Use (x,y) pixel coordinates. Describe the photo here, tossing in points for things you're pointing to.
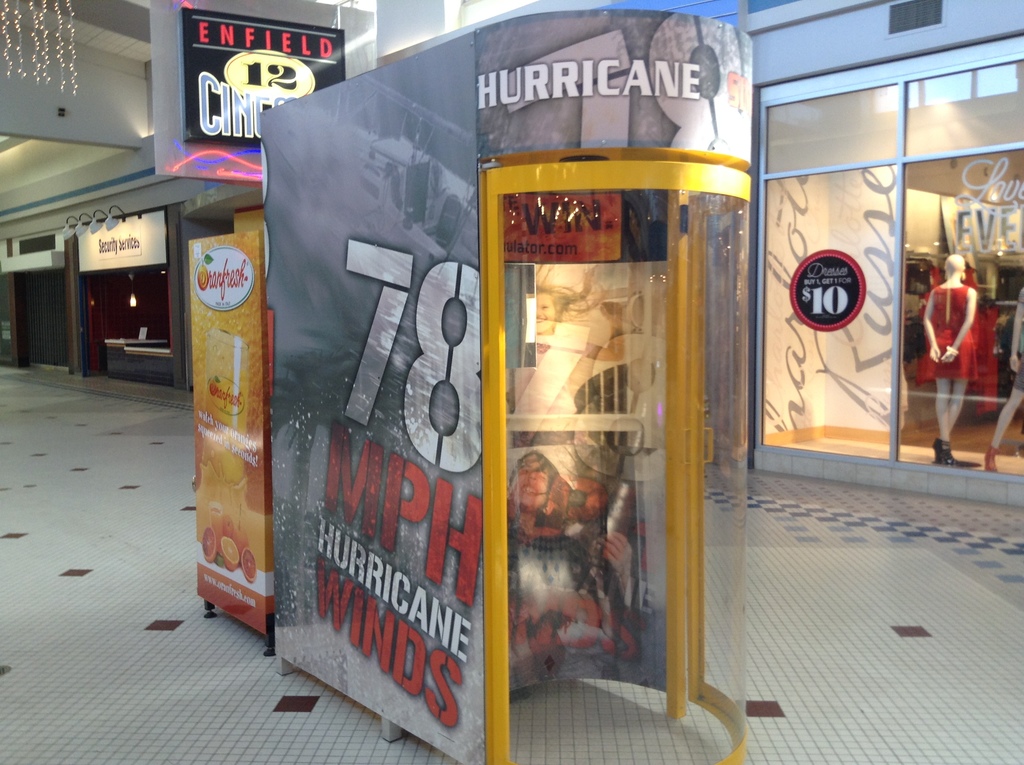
At the center of the image (541,410) there is a booth (537,595), beside the booth (409,545) there is a banner (223,360) with images (244,564) and text (231,391). In the background (989,143) there are few stalls (794,228) and there is a board (251,95) with some text (270,67).
